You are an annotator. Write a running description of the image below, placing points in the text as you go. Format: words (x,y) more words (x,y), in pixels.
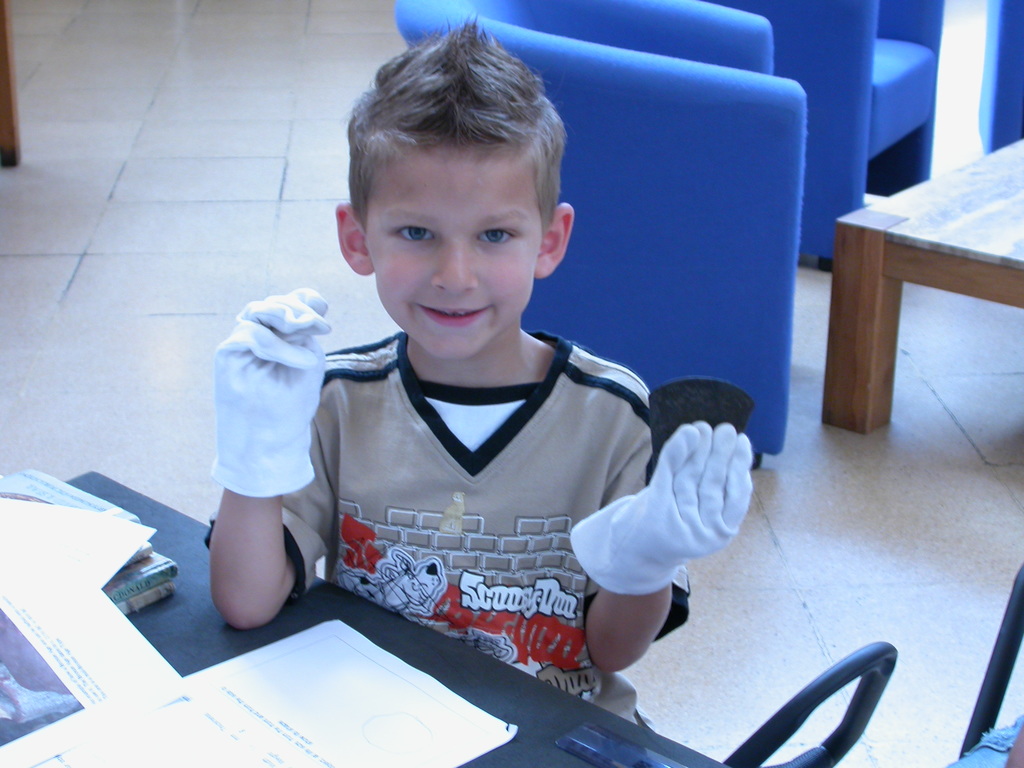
In the picture we can see a boy (579,646) sitting near the desk (402,620) and he is with white gloves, and funky hairstyle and on the desk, we can see some papers (227,699) and behind the boy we can see some chairs (834,197) which are blue in color and a part of the bench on the floor (995,619).
